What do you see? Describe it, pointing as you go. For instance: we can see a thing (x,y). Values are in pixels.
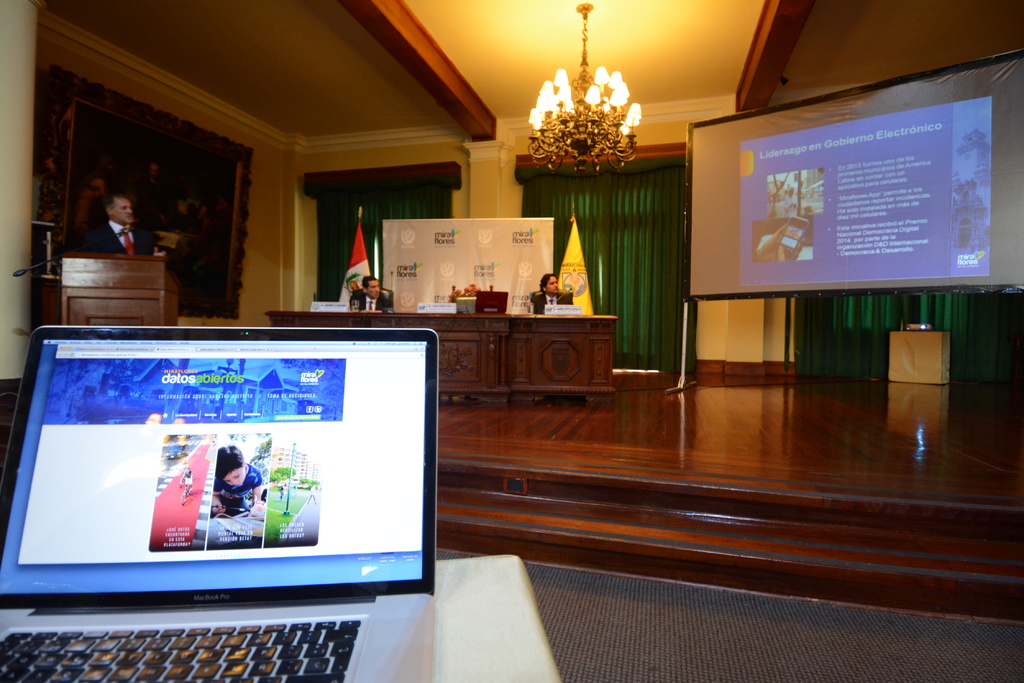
In this picture I can see there is a laptop (174,556) here, there are few people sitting in the backdrop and there is a person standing on the left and there is a screen (759,202) here.
